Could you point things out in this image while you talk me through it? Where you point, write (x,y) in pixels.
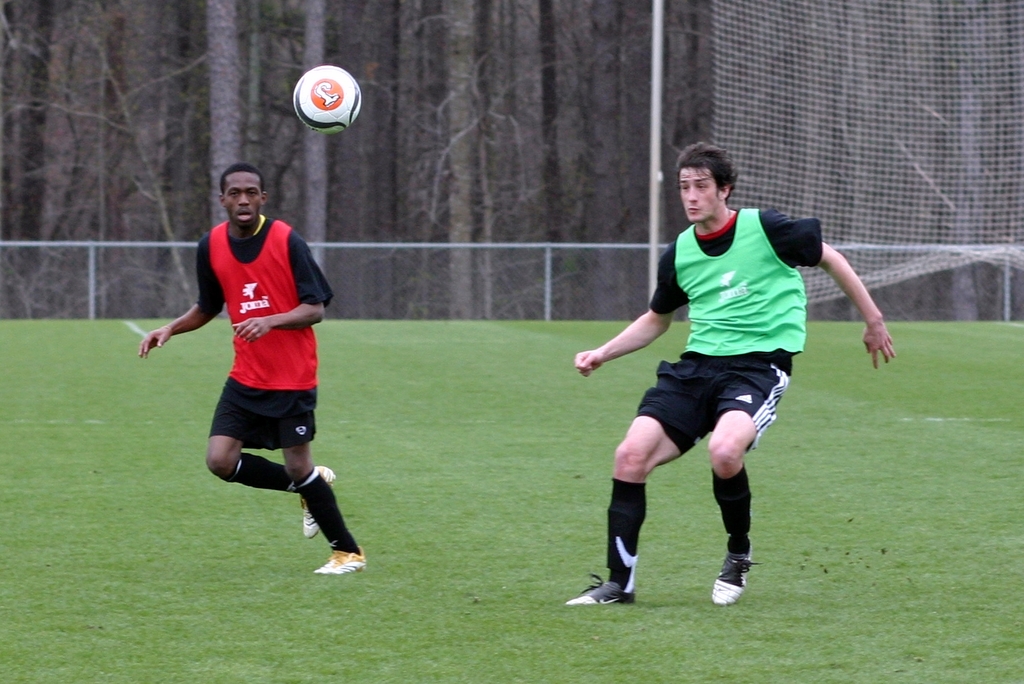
In this image I can see two persons (274,247). There is a ball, there is fencing (34,303), there is sports net (894,177) and in the background (222,49) there are trees (232,131).
